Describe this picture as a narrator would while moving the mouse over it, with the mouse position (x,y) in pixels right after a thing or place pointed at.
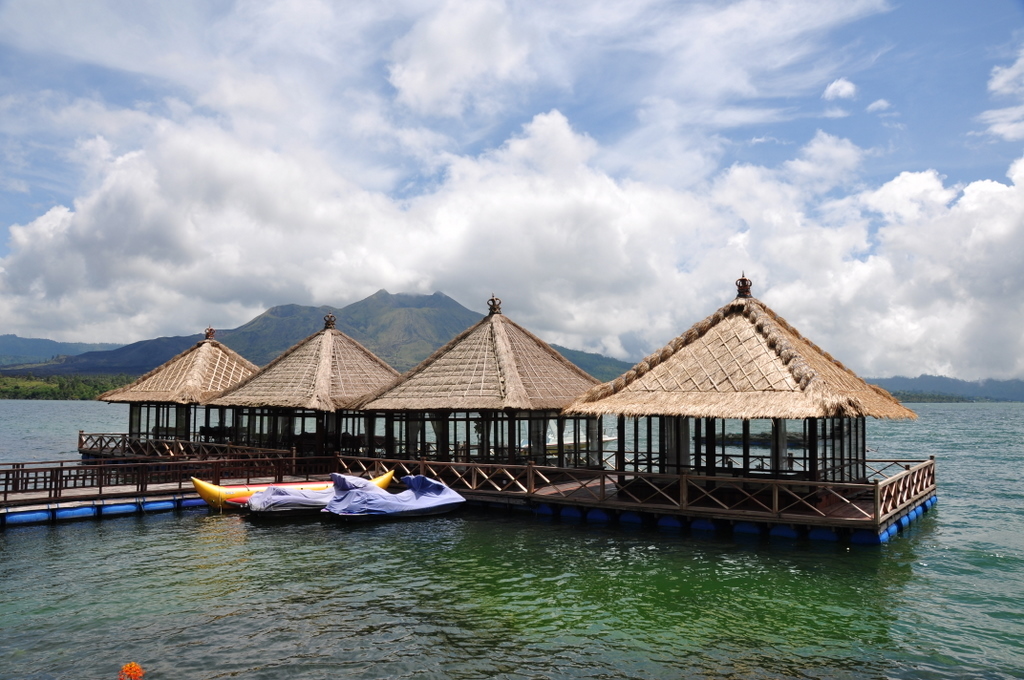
This picture is clicked outside the city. In the foreground (212,524) we can see a boat (227,488), jet skis (270,488), tents (436,441) and a bridge (99,502) in the water body (975,576). In the background (482,135) there is a sky (698,273) which is full of clouds (573,280) and we can see the hills (422,319), trees (20,379) and plants (54,394).
